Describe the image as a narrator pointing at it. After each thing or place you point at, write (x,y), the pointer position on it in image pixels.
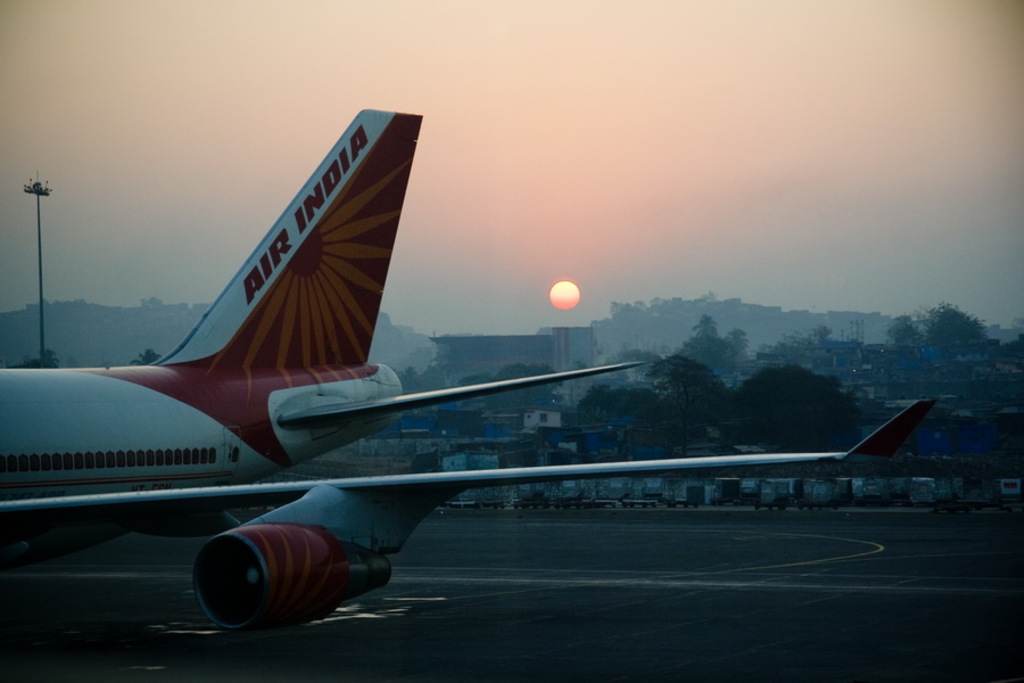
This picture is clicked outside. On the left (293,361) there is an airplane (299,522) which is on the ground (460,514). In the background (525,192) we can see the poles (39,191), sky (573,182) and we can see the sun (557,297), trees (613,387) and many other objects (997,496) and we can see the houses (982,400).
